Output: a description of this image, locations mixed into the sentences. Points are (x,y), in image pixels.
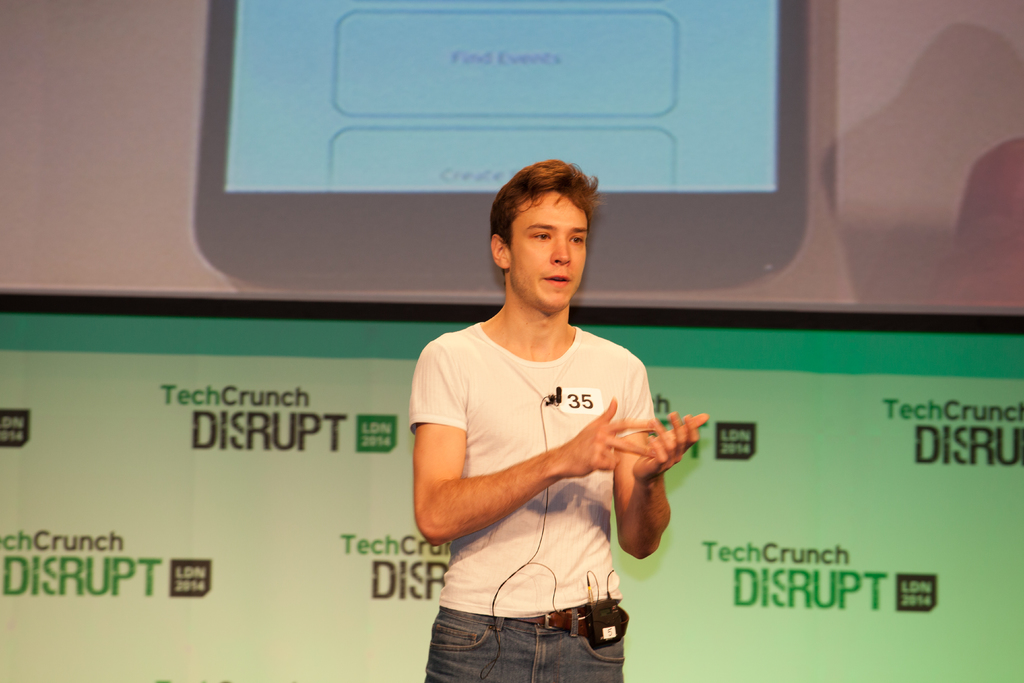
In the center of the image (557,336) a man (504,409) is standing. In the background of the image (919,136) we can see a screen (790,171) and board (783,501) are present.
